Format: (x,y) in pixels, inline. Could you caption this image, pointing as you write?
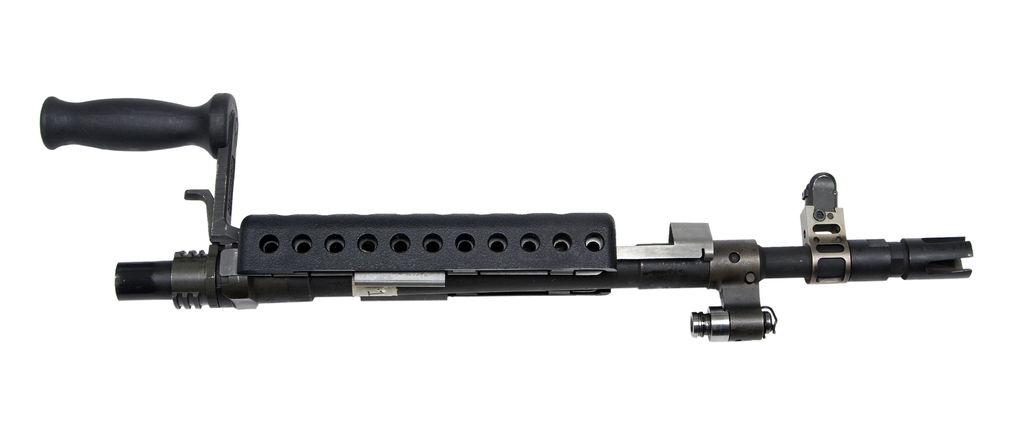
In this image there is a gun (182,143), background (461,135) is white.
